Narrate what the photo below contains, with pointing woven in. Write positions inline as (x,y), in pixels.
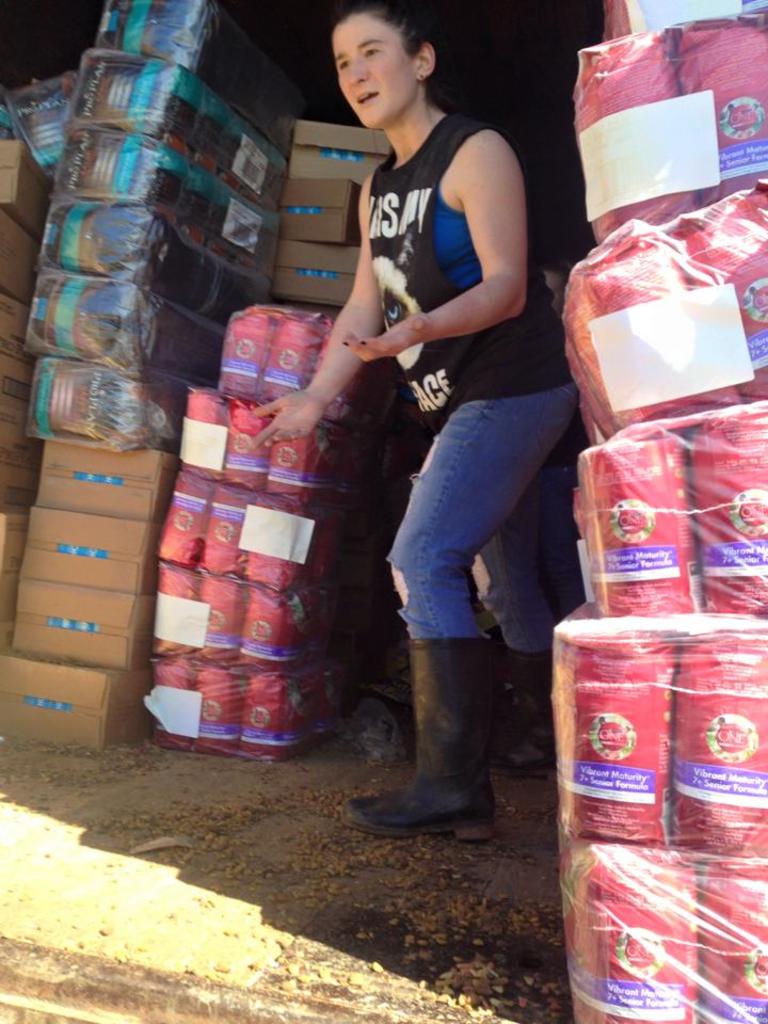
There is one woman (352,372) standing in the middle of this image (461,350), and there are some bundles (241,339) and boxes (113,610) are present on the left side of this image (127,513) and right side of this image (696,454) as well.
